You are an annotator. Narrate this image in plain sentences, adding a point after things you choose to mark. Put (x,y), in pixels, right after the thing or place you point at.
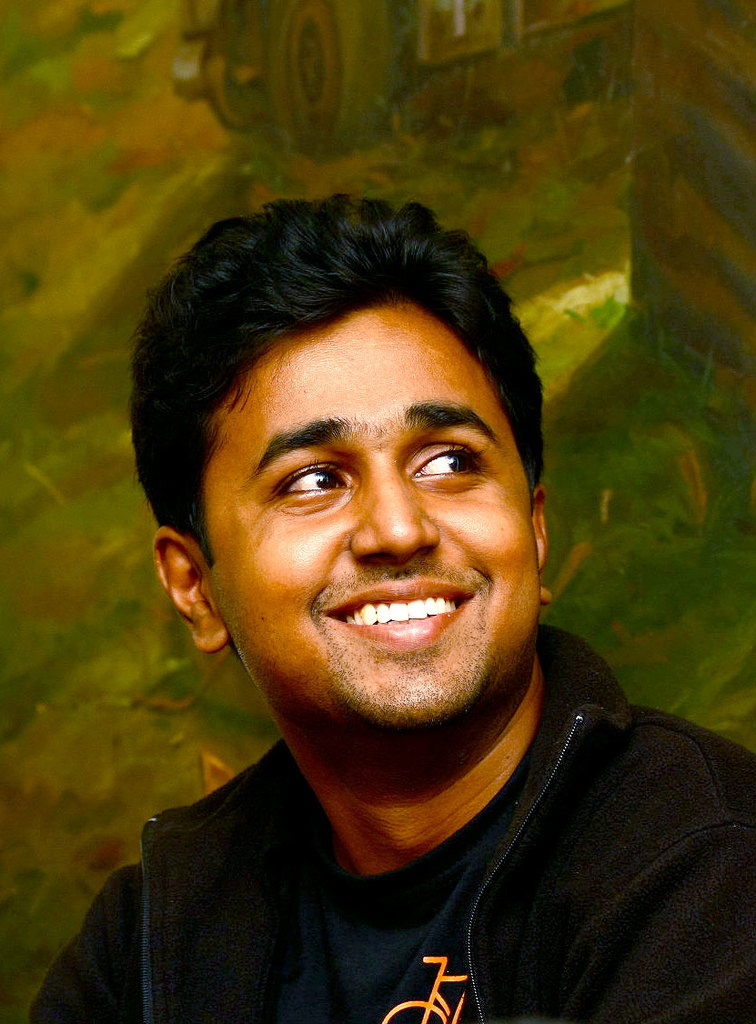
In this image I can see a person (414,667) smiling. And in the background (590,262) there is wall poster (592,562).
